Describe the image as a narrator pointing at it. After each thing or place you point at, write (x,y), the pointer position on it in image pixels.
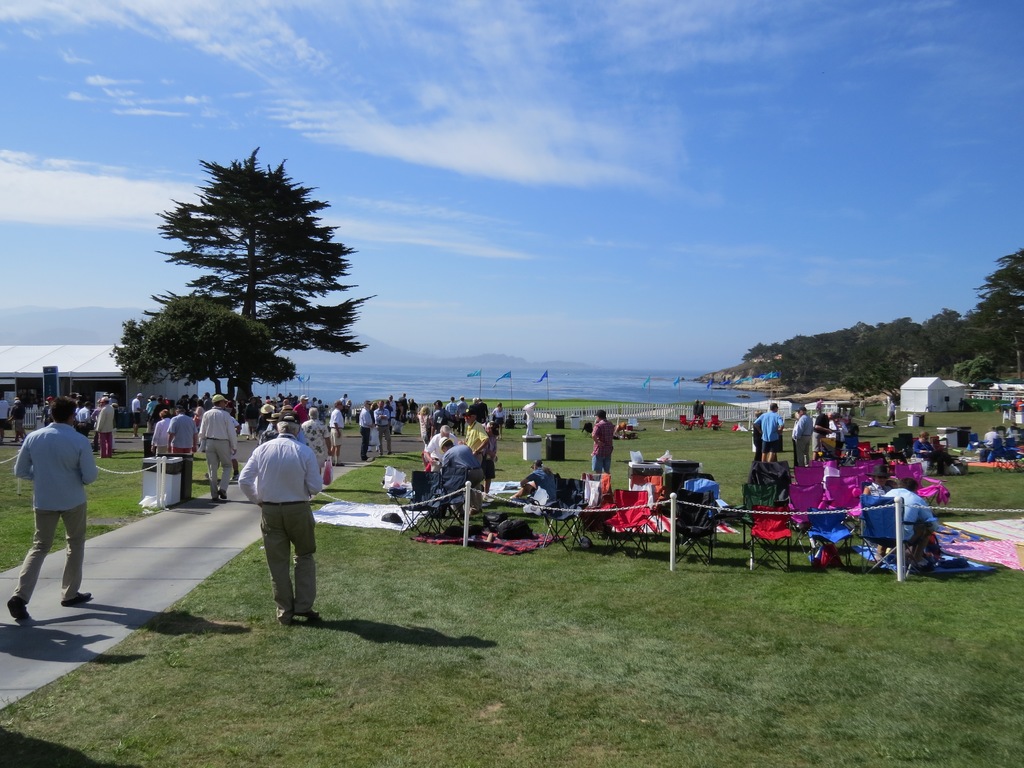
In this image I can see an open grass ground (994,584) and on it I can see number of people (20,415) are standing. On the right side of this image (782,495) I can see number of poles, an iron chain (612,510), number of chairs (583,527) and on it I can see few people (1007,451) are sitting. In the background (992,260) I can see number of trees (1015,258), number of flags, few buildings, water (546,385), clouds (730,8) and the sky (463,251). In the front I can see few shadows (46,765) on the ground (407,620).
